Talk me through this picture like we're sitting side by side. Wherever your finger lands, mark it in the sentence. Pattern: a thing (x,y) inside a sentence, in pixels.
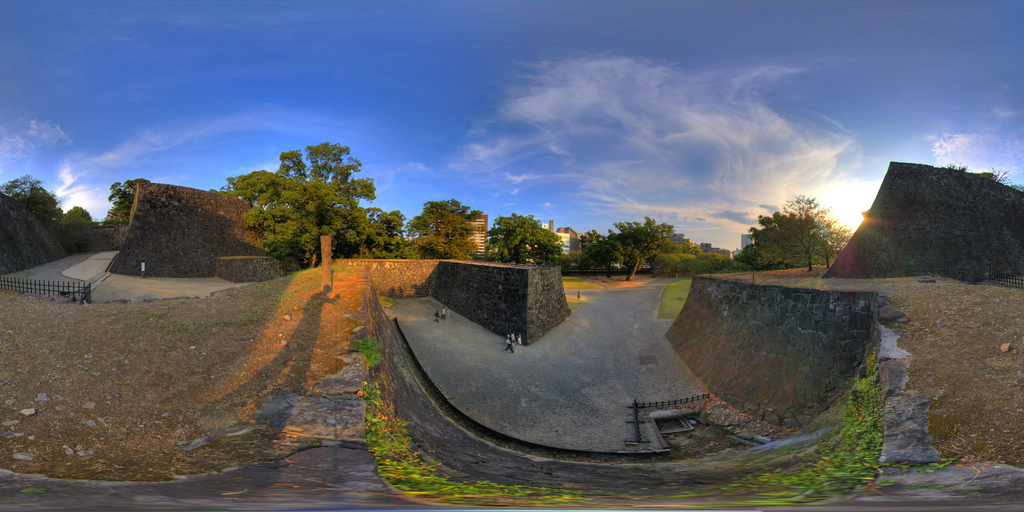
In the picture there is a land surface (827,279) and below the surface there is an area (621,320), it is very large and there are few people (443,308) walking on that area (522,366), in the background (504,234) there are many trees (627,237) and behind the trees (519,222) there are some buildings (571,242).
